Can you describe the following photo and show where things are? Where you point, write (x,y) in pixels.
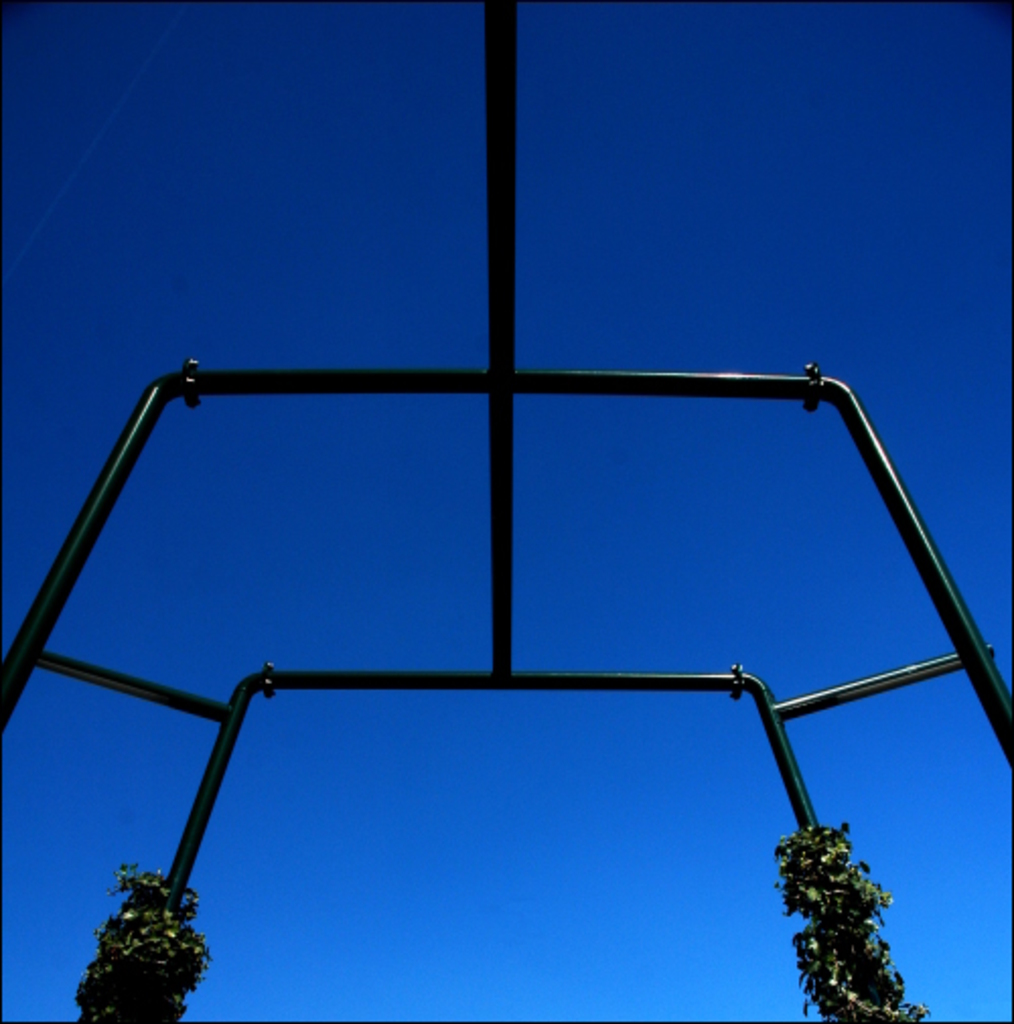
In this picture we can see some black rods (426,371) and to the rods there are plants (826,921) and behind the black rods (499,459) it is in blue color.
